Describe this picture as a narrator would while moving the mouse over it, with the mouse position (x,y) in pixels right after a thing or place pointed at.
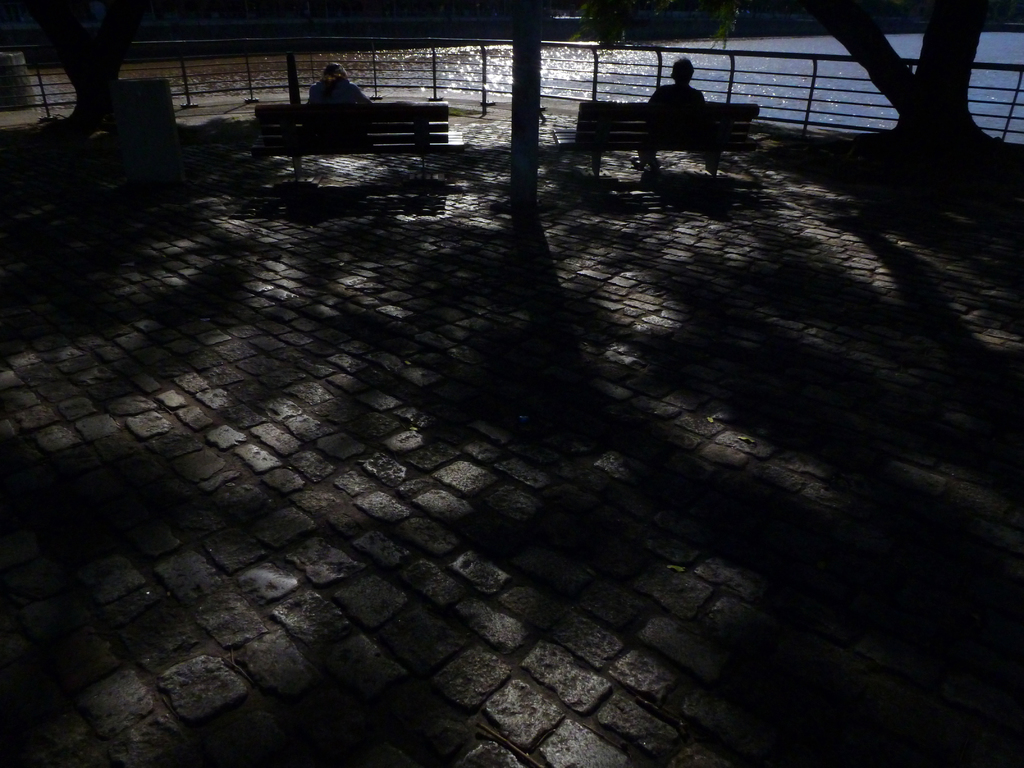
This image is taken during the day time. In this image we can see two persons (318,95) sitting on two different benches (434,125) which are on the brick surface (427,419). We can also see the trees (931,72), fence (246,59) and also the water (838,49) in the background (990,51).
